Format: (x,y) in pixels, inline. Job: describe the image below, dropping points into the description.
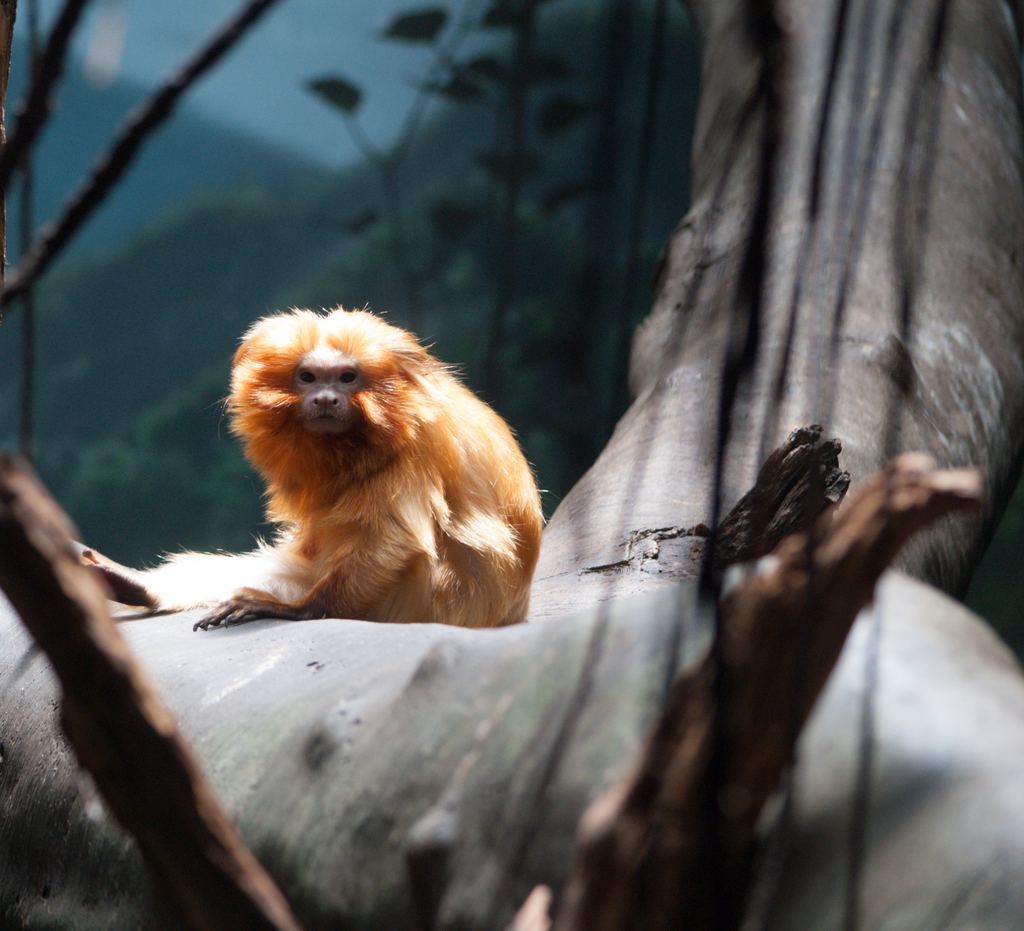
In the picture I can see an animal (388,488) sitting on the trunk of a tree (576,513) and there are few trees (337,178) in the background (167,278).
